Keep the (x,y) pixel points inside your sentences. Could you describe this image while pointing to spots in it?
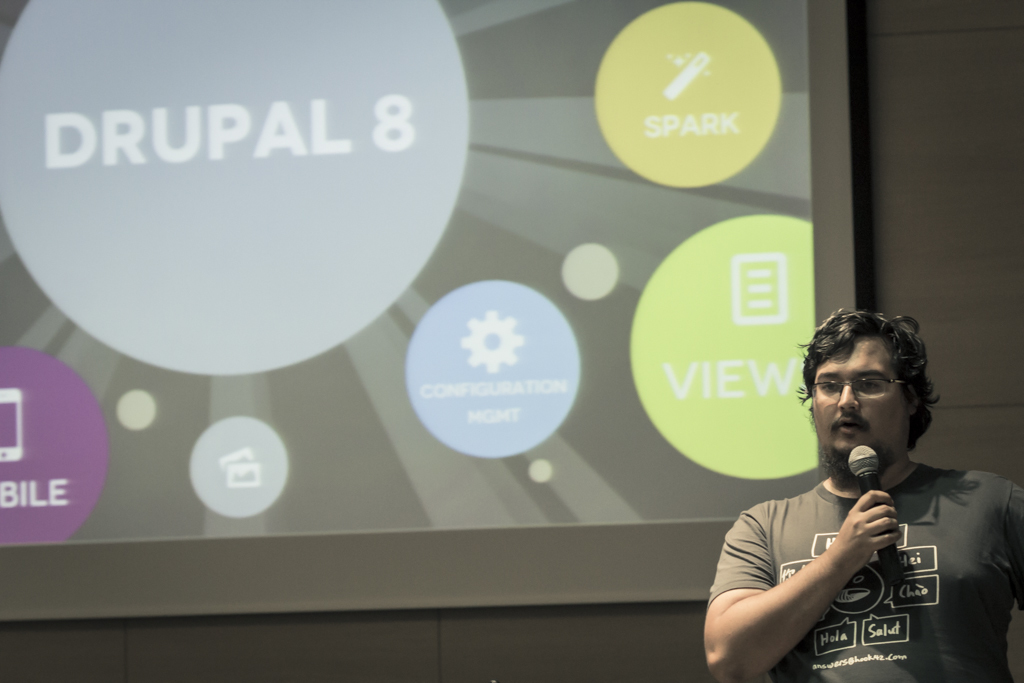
At the right side of the image (877,617), we can see a person (887,493) is holding a microphone (889,566) and wearing glasses (854,386). Background (174,251) we can see a screen (478,374) and wall (934,279).
